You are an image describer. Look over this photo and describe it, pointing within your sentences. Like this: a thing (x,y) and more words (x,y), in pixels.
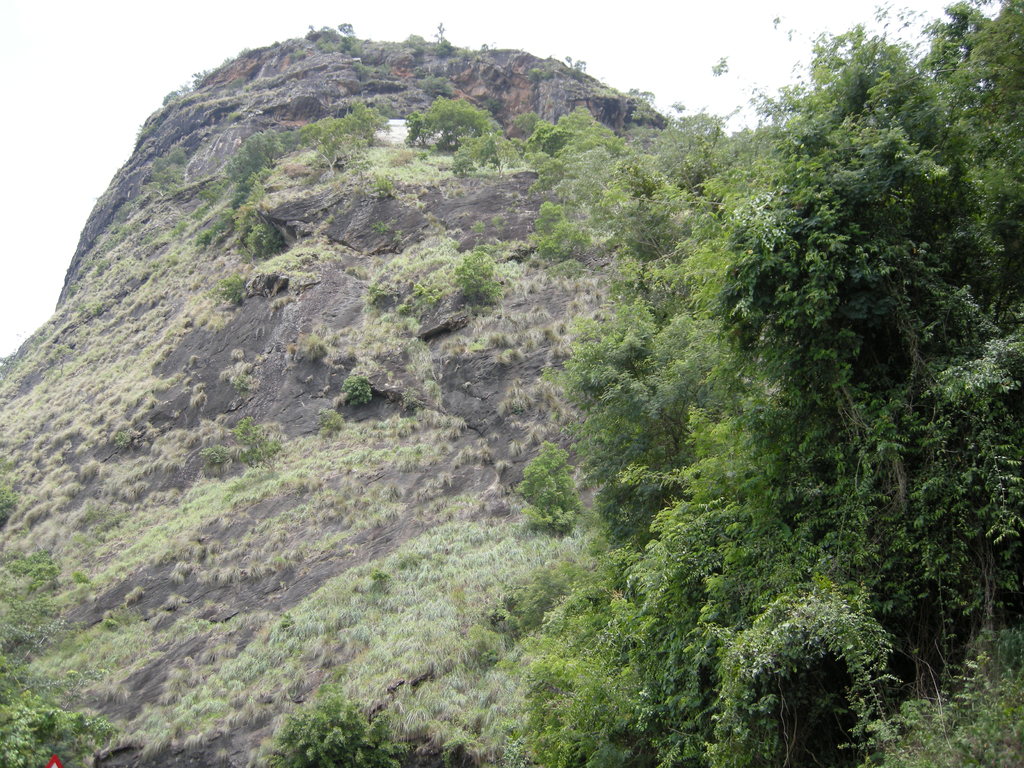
In this picture I can see a hill (527,424) with some trees (683,438).
